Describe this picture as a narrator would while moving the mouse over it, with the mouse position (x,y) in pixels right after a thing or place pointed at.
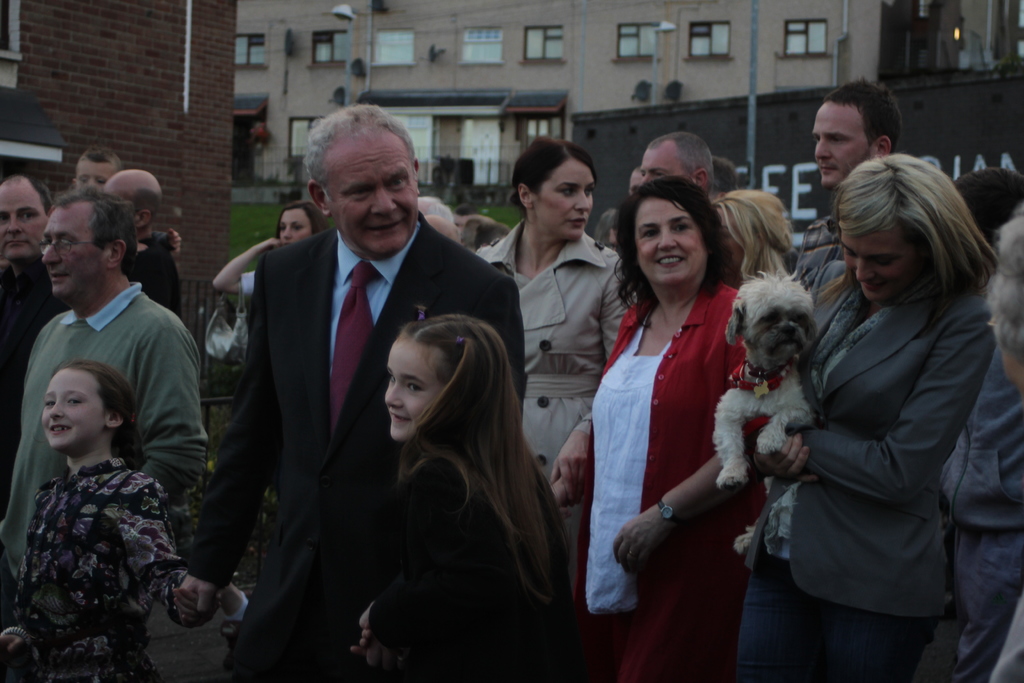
In this picture there are many people (615,352) standing on the road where a lady (857,331) to the right side of the image (843,414) is holding a white dog (730,417) and beside her there is a lady (693,370) who is wearing red dress (679,390). There is also a guy (343,318) who is holding two kids (129,497) and in the background (226,113) we observe buildings (384,61).
